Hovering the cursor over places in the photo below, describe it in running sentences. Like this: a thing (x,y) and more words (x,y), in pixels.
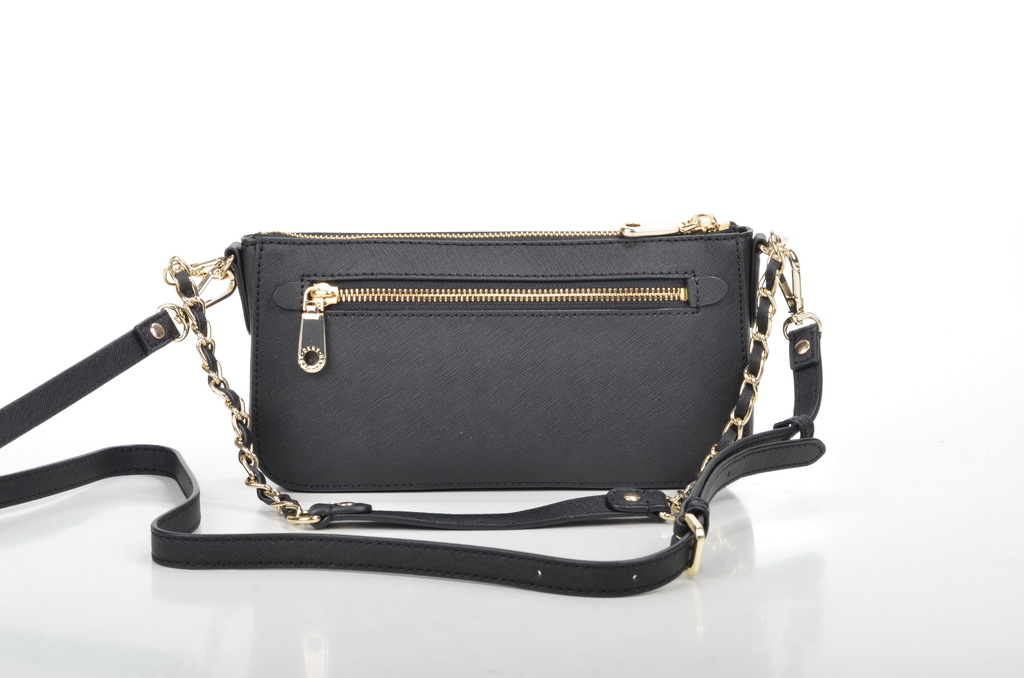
There is a black color bag (455,335) with a chain (217,370) to it.
